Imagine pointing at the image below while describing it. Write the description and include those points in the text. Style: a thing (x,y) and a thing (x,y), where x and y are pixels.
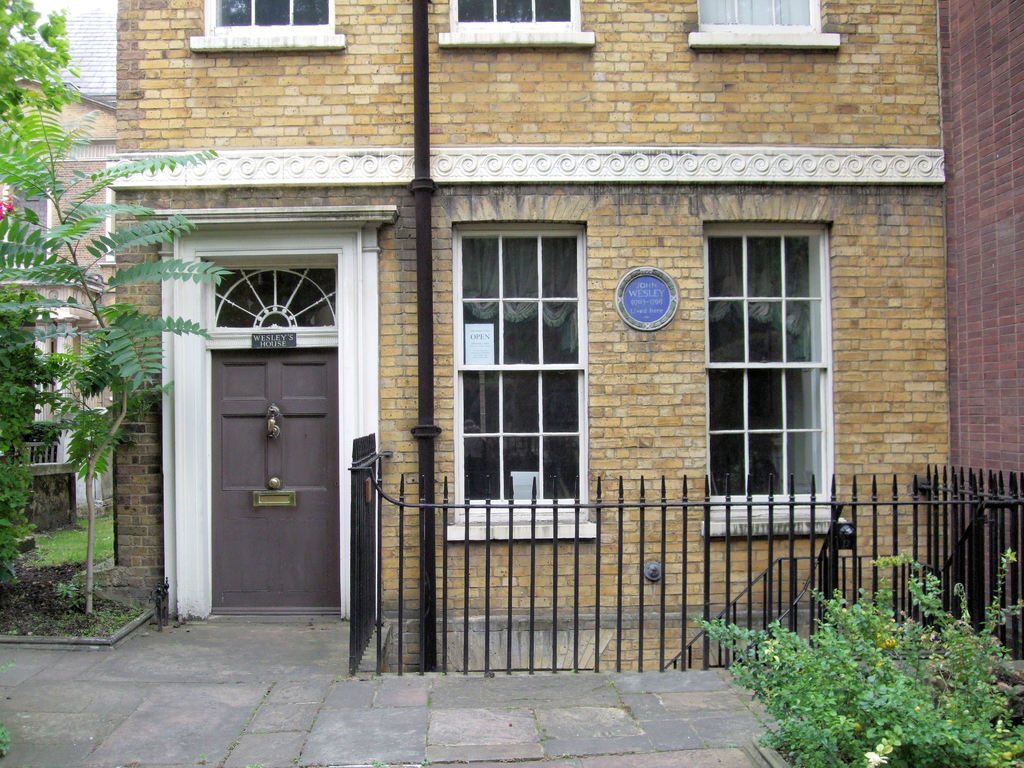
In this image we can see the buildings (464,192) with windows (472,312) and door (305,533). In front of the building (416,533) we can see the fence (640,571) and the ground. And there are trees (826,625), grass (79,550) and pipe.
